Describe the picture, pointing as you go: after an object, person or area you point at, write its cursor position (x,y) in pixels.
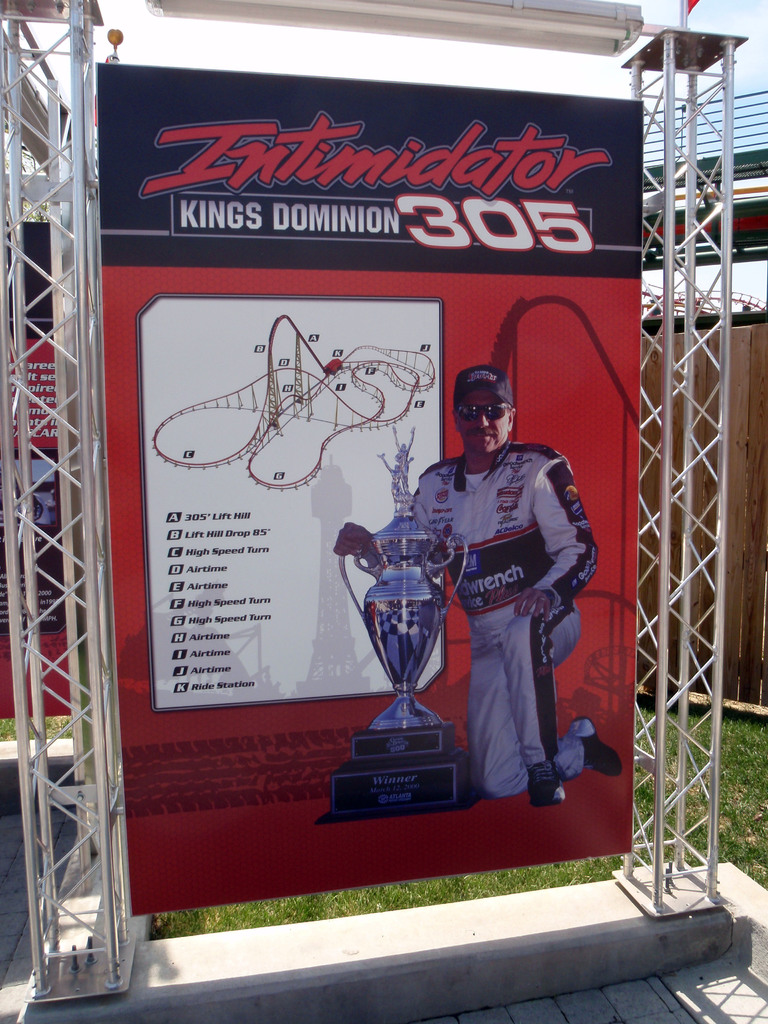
In the foreground of the picture (158,229) there is a hoarding (440,624), behind the hoarding (486,660) there is grass (700,750). In the background (697,195) there is some iron frames (704,239). Sky (398,62) is clear and it is sunny.
